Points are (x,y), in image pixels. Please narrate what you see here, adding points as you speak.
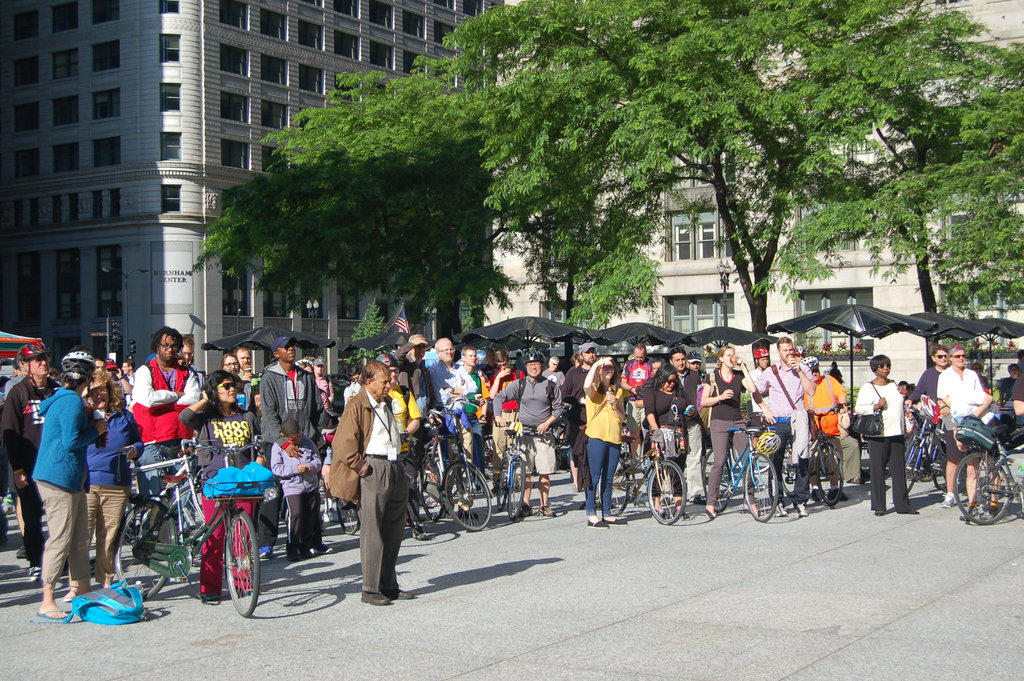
In the center of the image (587,416) we can see a group of people (377,371) are standing and few people (541,452) are holding some objects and cycles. And we can see a few people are wearing caps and we can see a few other objects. In the background (17,21), we can see buildings (182,252), trees (962,206), tents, windows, traffic lights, poles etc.
